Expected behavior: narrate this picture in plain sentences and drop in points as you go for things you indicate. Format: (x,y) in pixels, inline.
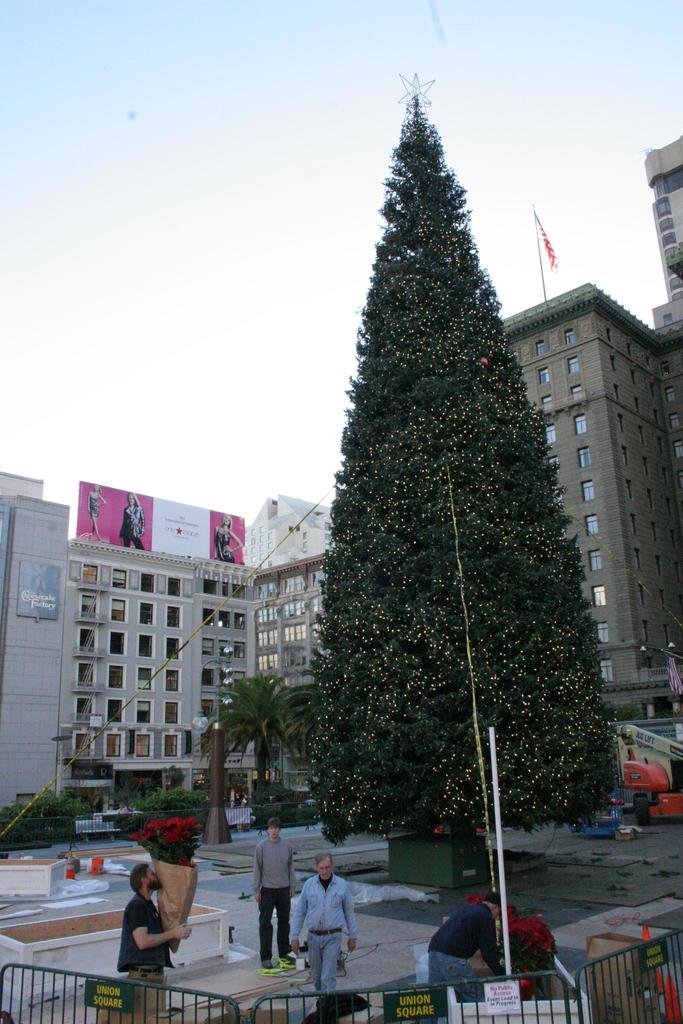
In the picture we can see some buildings (8,605) with windows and near to it, we can see some plants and a tree (446,413) which is decorated with lights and near it, we can see four men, one man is holding some flower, one man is arranging it and one man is standing and one man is walking and in the background (111,280) we can see the sky (502,163).
